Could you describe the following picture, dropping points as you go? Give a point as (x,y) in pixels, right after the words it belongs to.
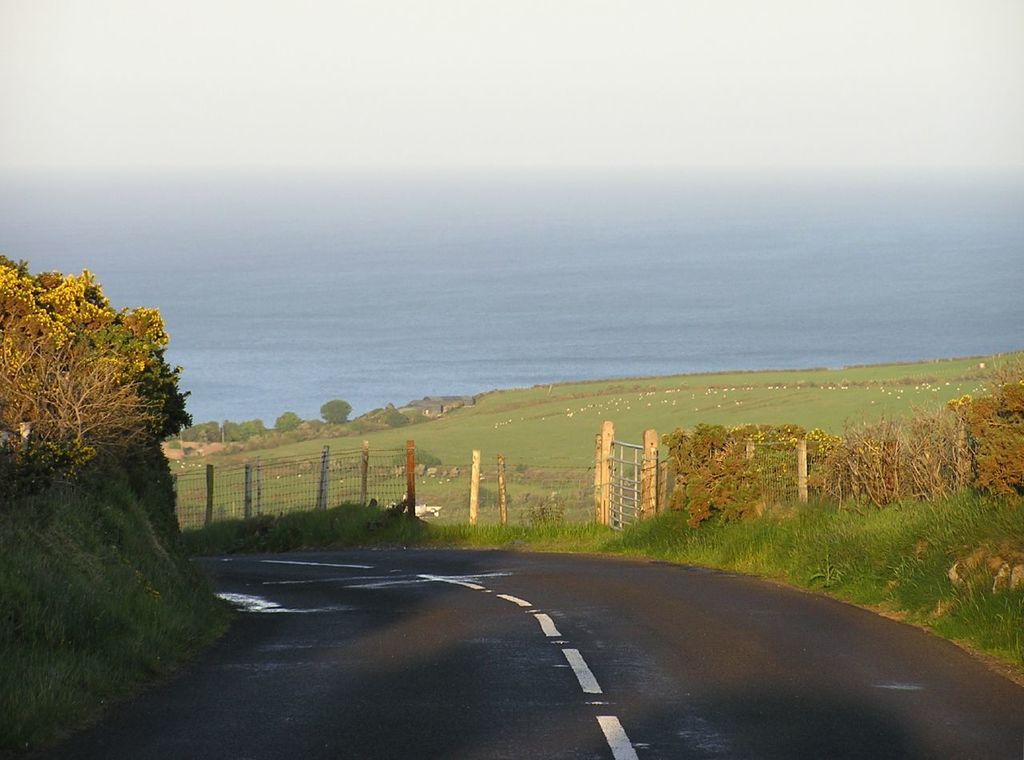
In this picture we can see the road (493,705), beside this road (500,706) we can see a fence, trees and in the background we can see water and the sky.
